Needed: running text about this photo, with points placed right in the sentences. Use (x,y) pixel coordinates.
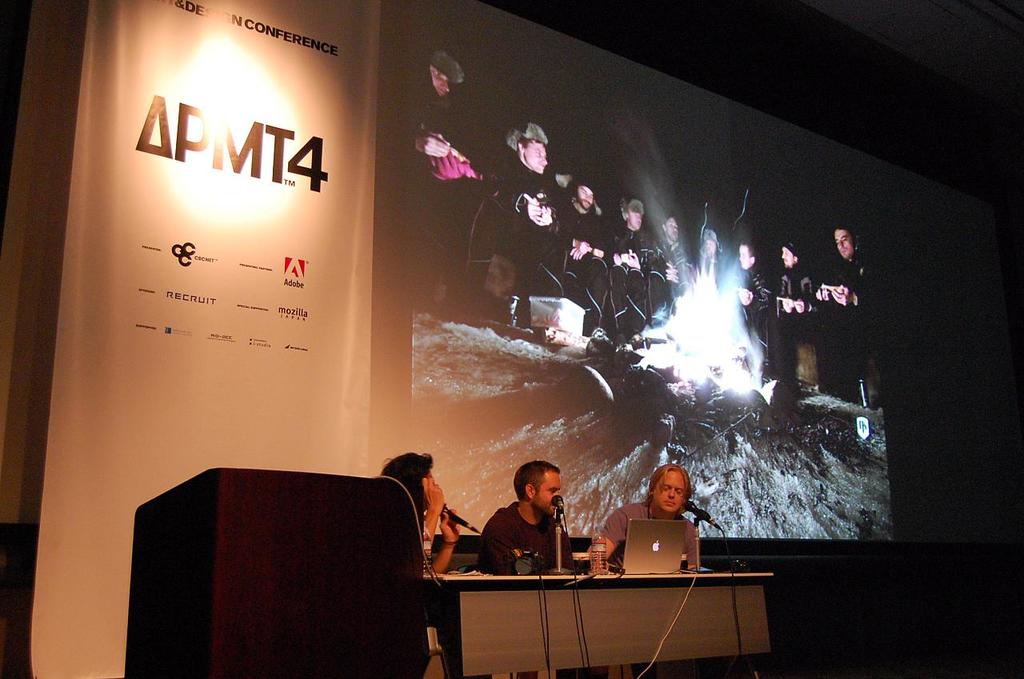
In the image I can see three people (545,481) who are sitting in front of the table (506,589) on which there is a laptop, and to the side there is a desk (372,601) and behind there is a projector screen (493,248).
